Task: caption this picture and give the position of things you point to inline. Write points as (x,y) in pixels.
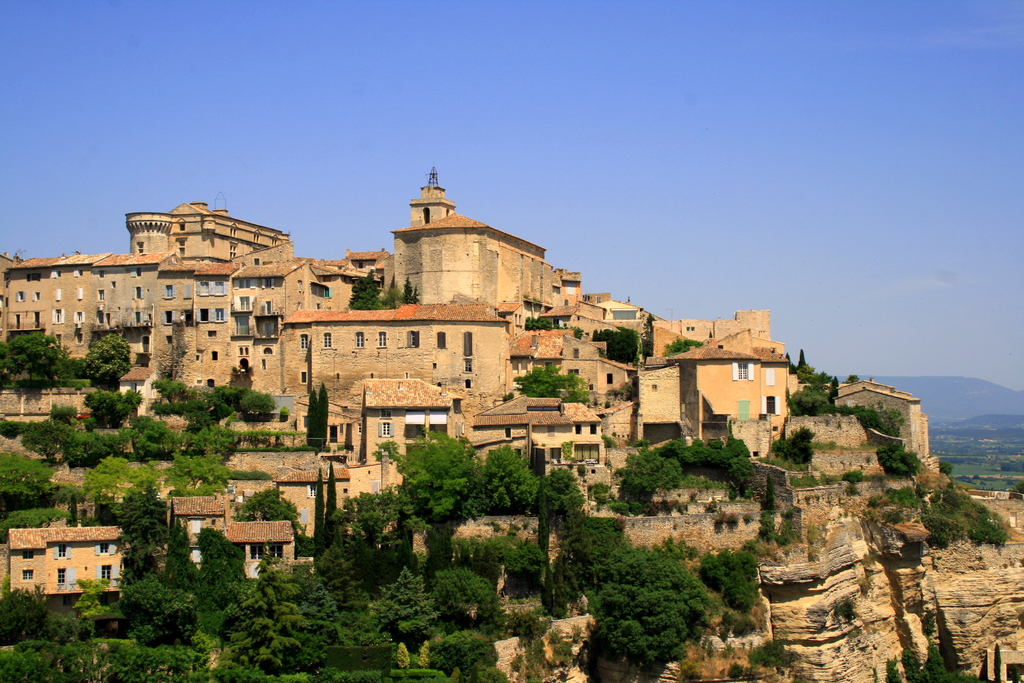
In this image we can see there are buildings (410,427), trees (518,547), grass (961,468), mountains (986,415) and the sky (717,123).
